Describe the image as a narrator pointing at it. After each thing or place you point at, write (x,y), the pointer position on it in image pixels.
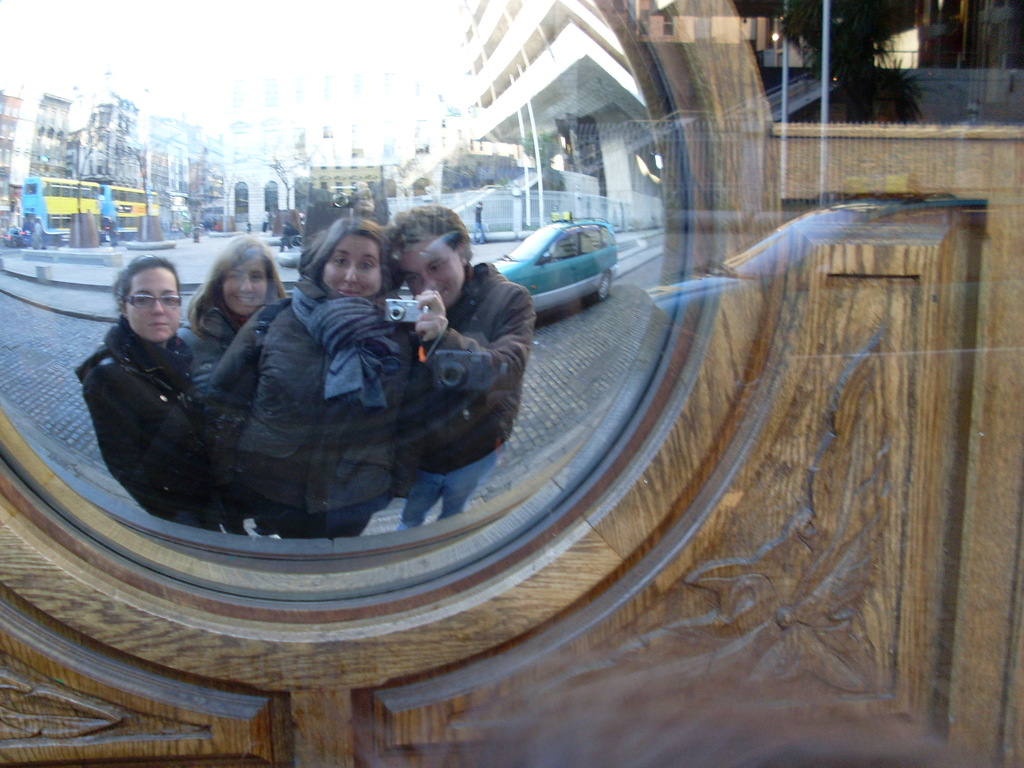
In this image there is a glass door (553,311) where there are reflections (455,320) of trees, buildings (22,156), vehicles (94,203) on the road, few people (356,322) in which one of them holds a camera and taking a photo and poles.
